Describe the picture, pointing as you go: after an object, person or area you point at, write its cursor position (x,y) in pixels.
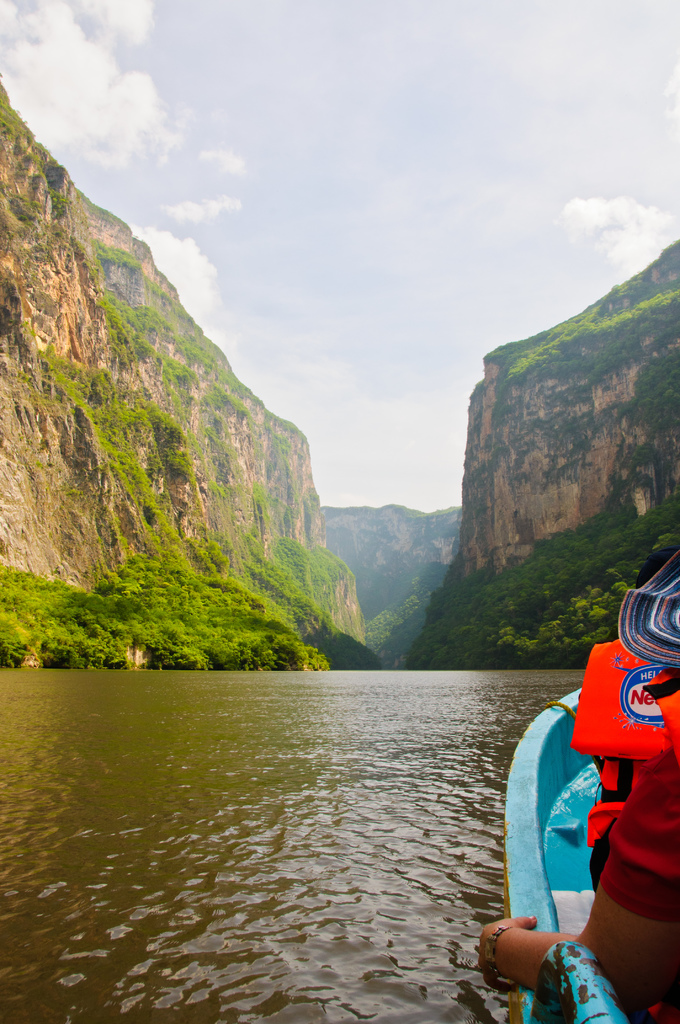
In this image there is one person (638,820) sitting on the boat (585,803) as we can see on the bottom right corner of this image (611,866) and there is a river (265,737) on the bottom of this image (260,863) and there are some trees (131,621) in the background (339,607) and there are some mountains (253,479) on the top of this image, and there is a sky (297,202) at top of this image (325,190).
